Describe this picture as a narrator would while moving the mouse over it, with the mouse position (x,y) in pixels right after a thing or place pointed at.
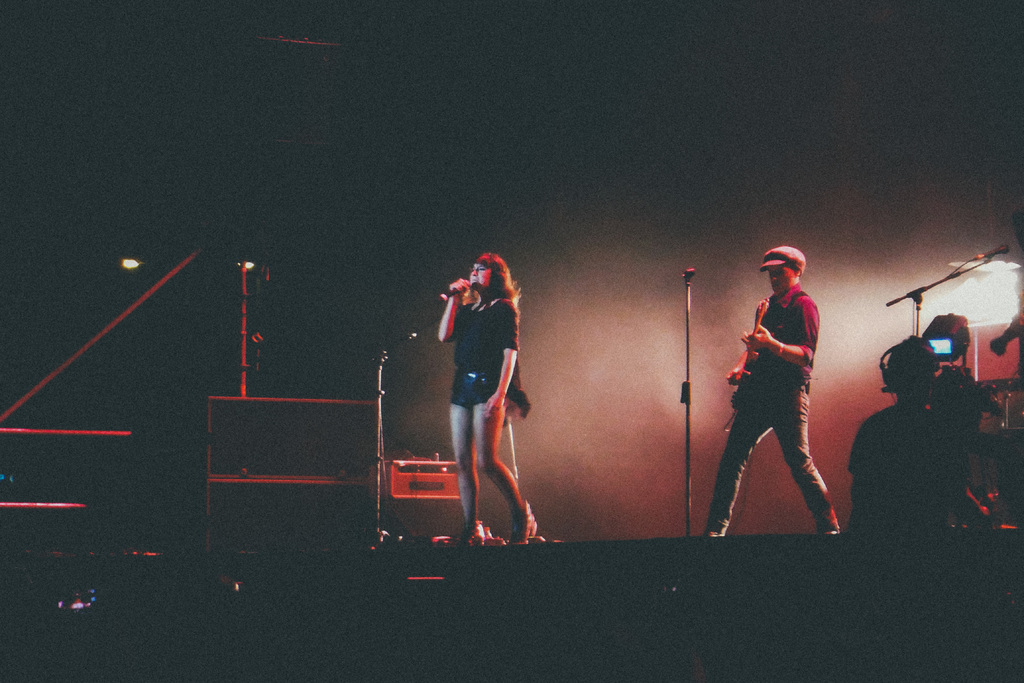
This is an image clicked in the dark. Here I can see a woman (485,327) is standing on the stage (474,551) and singing by holding a mike (453,295) in the hand (463,285). At the back of her I can see a man (784,398) standing and playing the guitar (746,377). On the right side (906,419) a person (911,459) holding the camera (952,379). The background (332,270) is in black color.
